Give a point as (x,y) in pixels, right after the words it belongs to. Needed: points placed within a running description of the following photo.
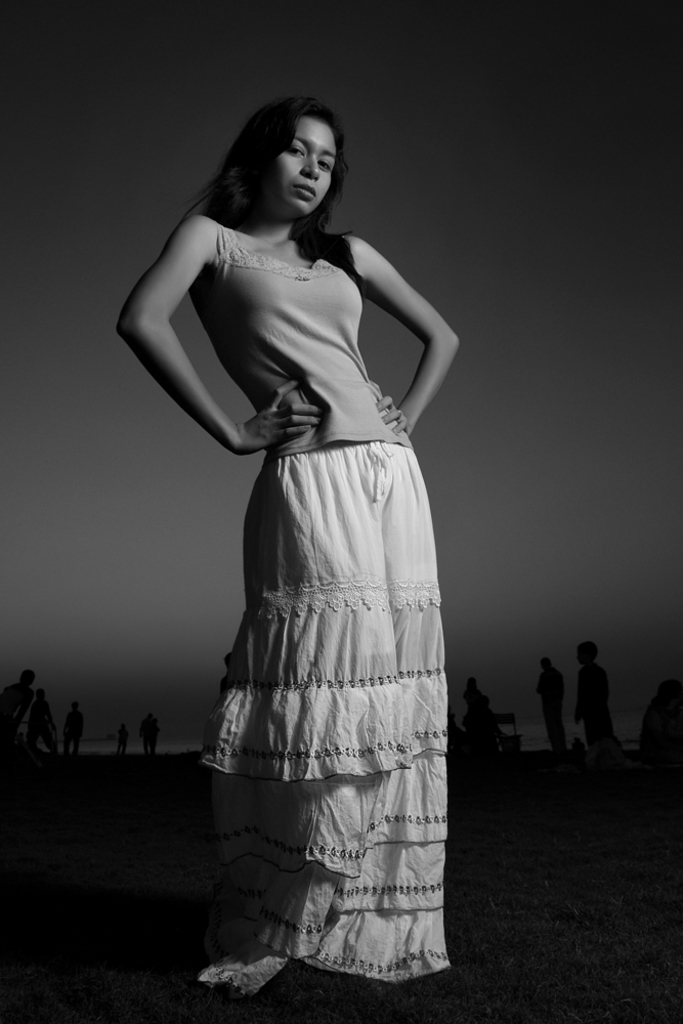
This is a black and white image. In this image we can see a woman (326,670) standing on the ground (505,973). In the background (74,712) there are people (76,722) standing on the ground (555,754) and sky (134,441).
